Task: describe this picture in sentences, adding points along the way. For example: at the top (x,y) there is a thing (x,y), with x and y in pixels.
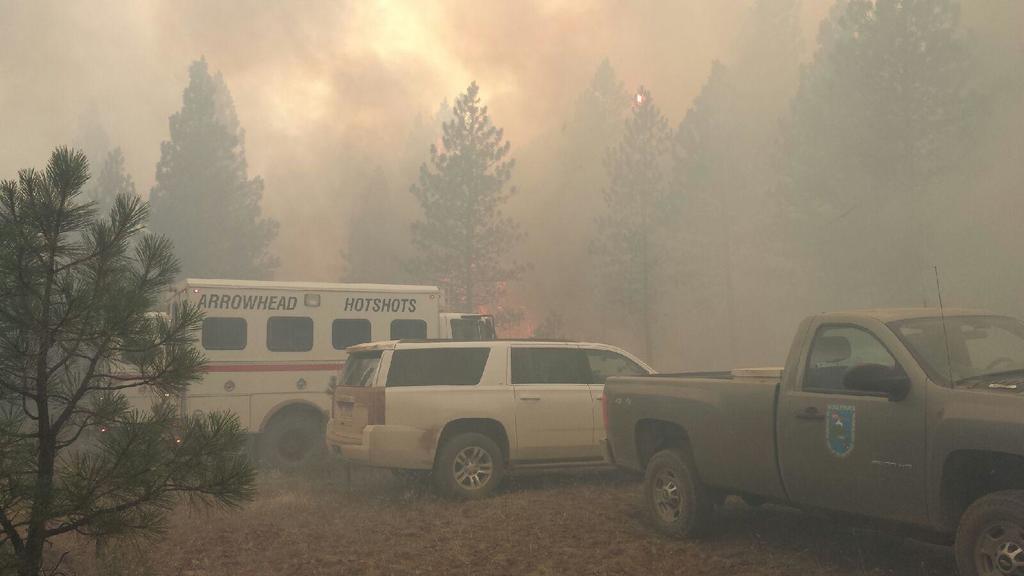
In this picture it is smoky. In the foreground of the picture (198,332) there are trees (50,274), vehicles (492,387) and dry leaves (636,552). In the background (377,222) there are trees (379,205). Sky (493,75) is cloudy.
